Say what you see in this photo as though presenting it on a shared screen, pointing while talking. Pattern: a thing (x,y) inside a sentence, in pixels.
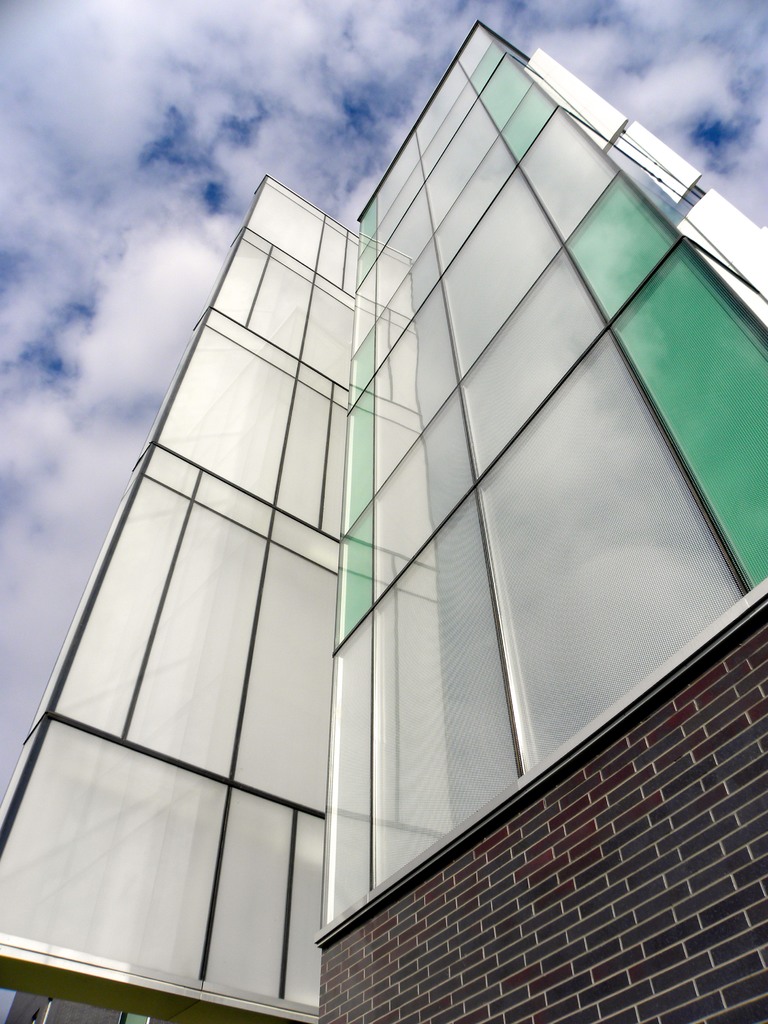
In this image there is a building (270,671). In the background (332,181) there is sky (418,104).
